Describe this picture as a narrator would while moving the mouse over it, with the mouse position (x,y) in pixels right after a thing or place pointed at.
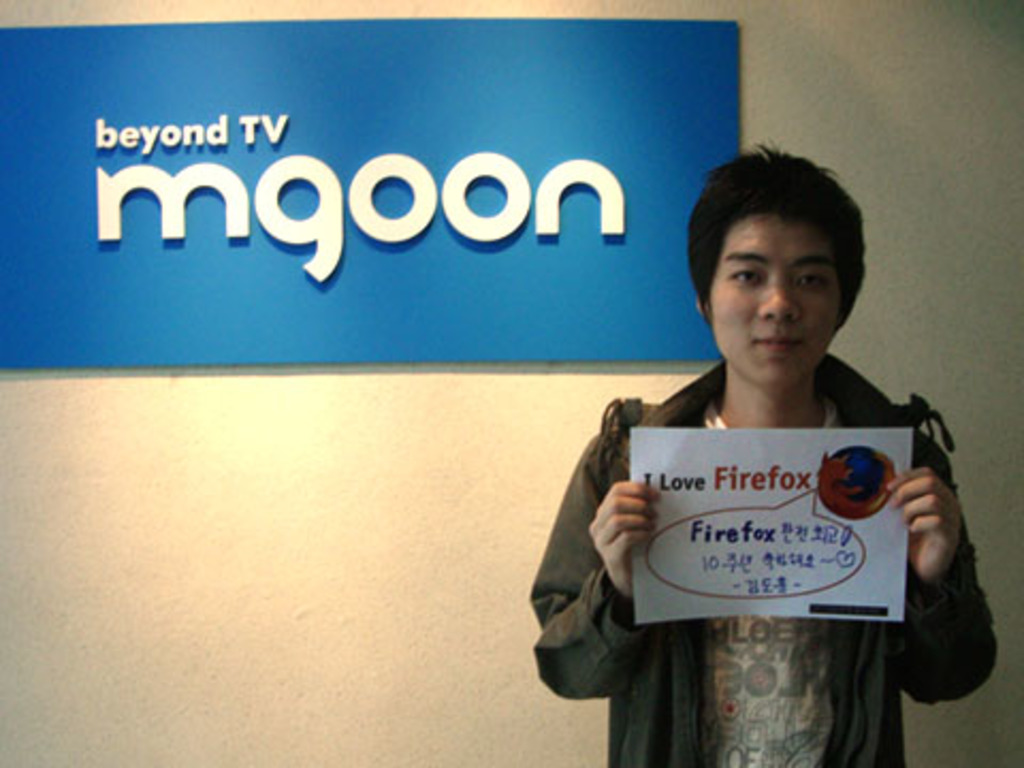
In this image we can see a person (842,645) standing and holding a poster (714,473). In the background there is a wall (849,24) and we can see a board (240,336).
